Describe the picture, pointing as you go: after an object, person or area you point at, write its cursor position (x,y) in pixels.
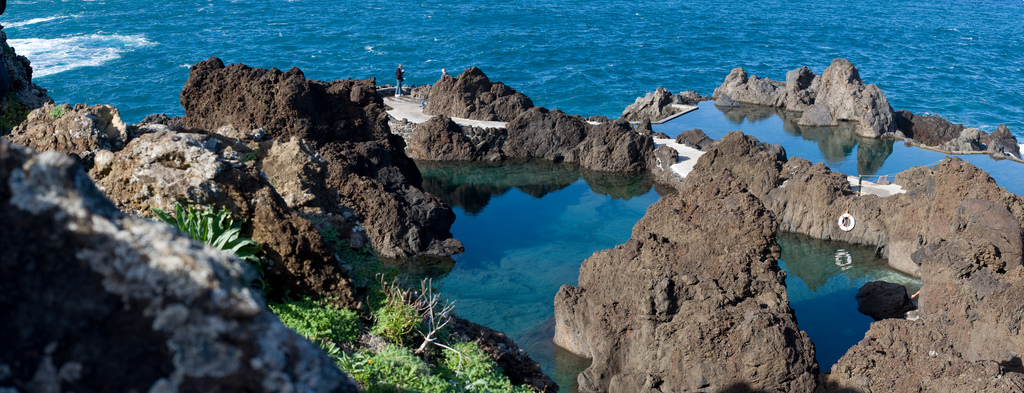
In this image, we can see a person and there is water (614,81), plants (229,232) and rocks (684,185).
